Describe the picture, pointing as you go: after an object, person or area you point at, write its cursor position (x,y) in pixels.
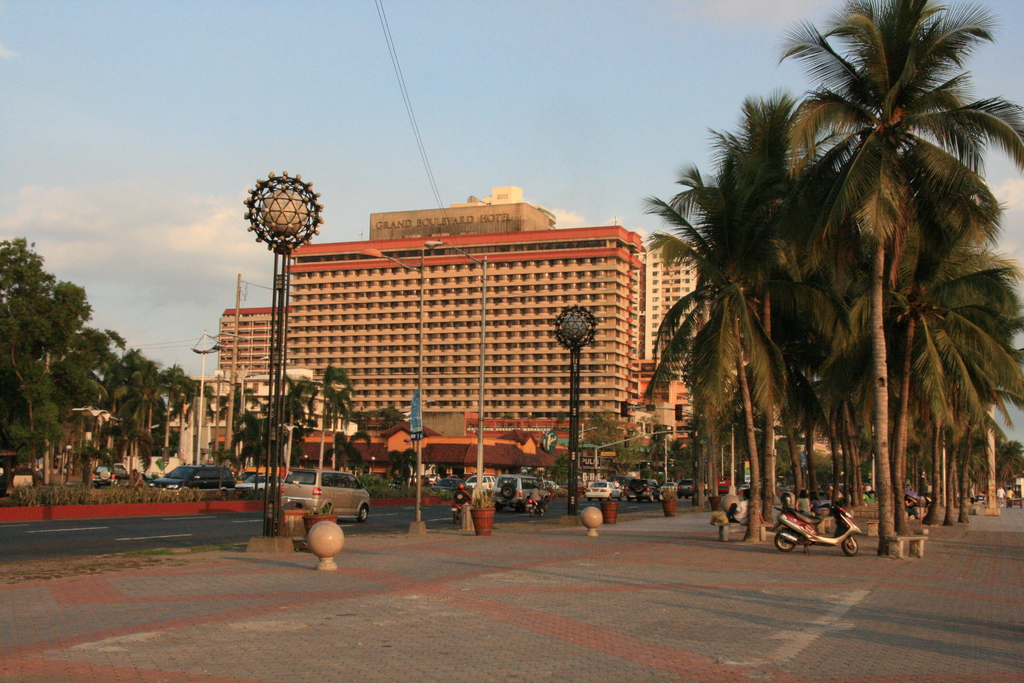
This picture might be taken from outside of the city and it is very sunny. In this picture, on the right side (822,519), we can see group of people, benches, bike (840,543), trees (866,273). On the left side (328,498), we can also see some poles (276,430), street lights (418,494), plants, flower pots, trees (95,460), cars (338,479). In the background (394,290), there is a building (410,338), electric pole (237,341), electric wires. On top (645,69) there is a sky (657,158), at the bottom (756,583) there is a road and a footpath (698,639).
